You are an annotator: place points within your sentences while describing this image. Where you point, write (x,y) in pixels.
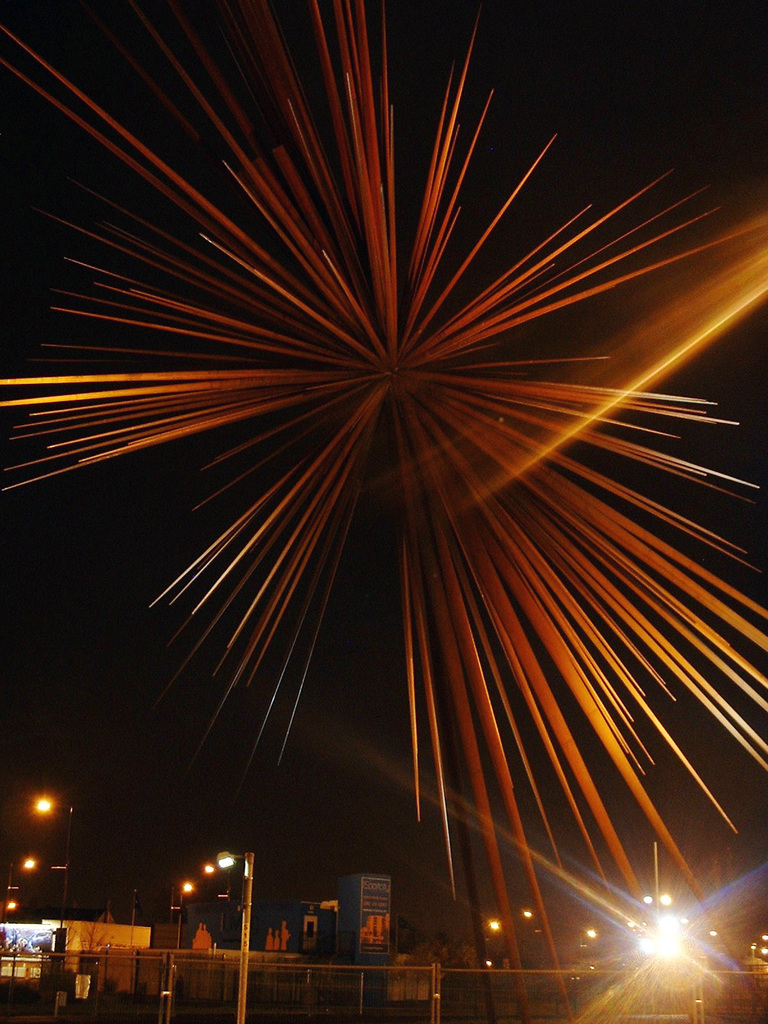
In this image we can see street lights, buildings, poster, fence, poles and there is a sculpture (399,375).
